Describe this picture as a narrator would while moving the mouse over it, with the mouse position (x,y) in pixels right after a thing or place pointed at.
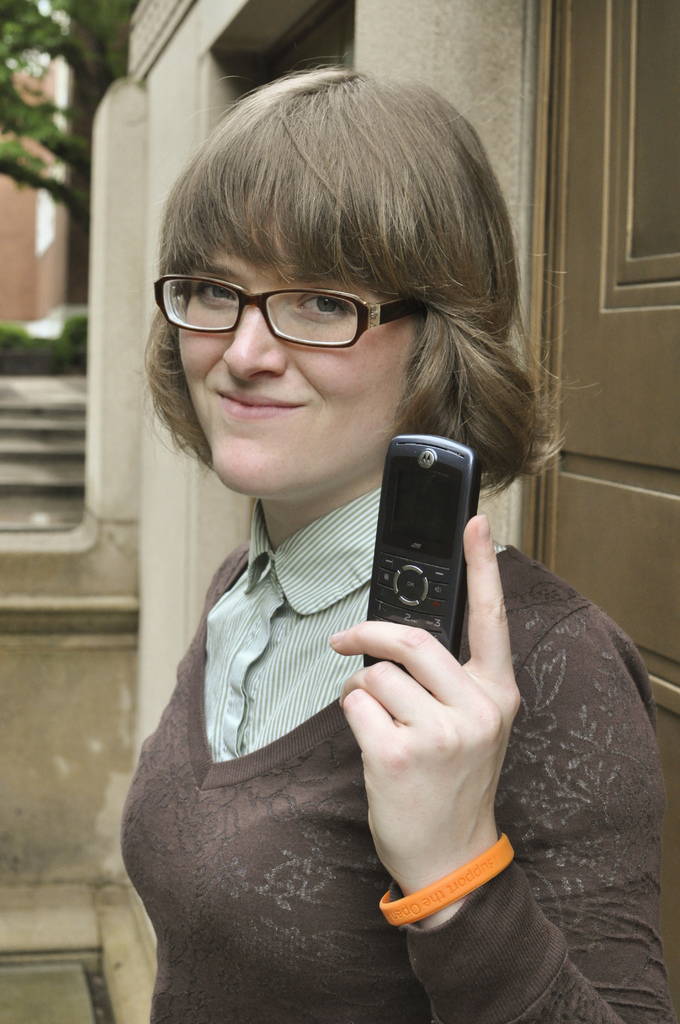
She is standing. She is holding a mobile (388,503). She is wearing a spectacle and she is smiling. We can see in background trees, door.
